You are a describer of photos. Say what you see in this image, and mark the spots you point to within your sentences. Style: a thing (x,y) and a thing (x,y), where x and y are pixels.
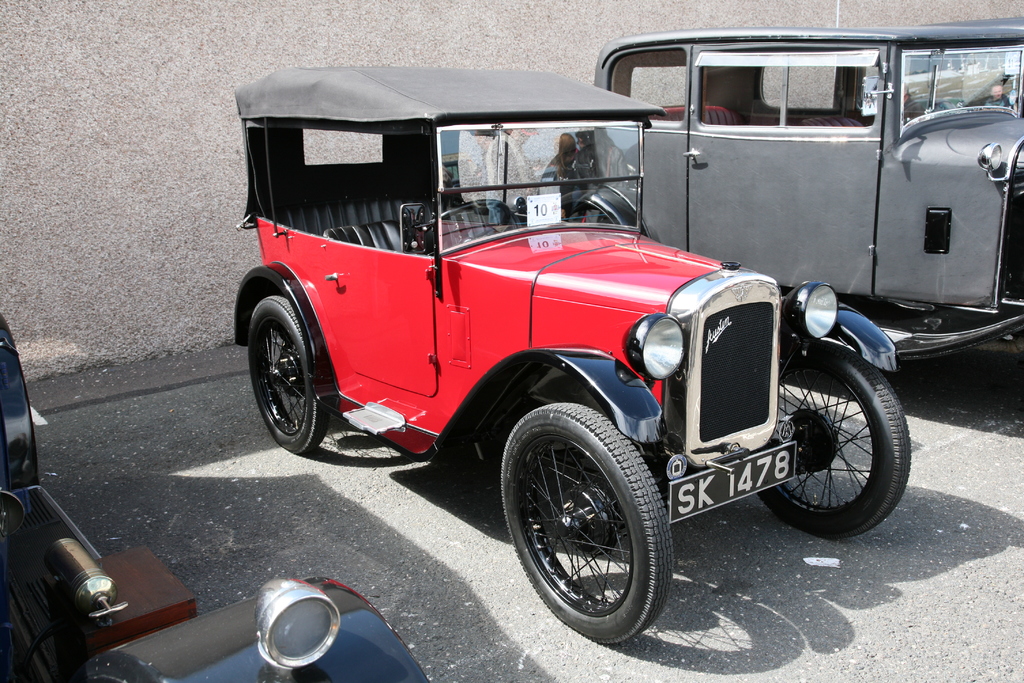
In this image I can see three vehicles (683,239) and I can also see shadows (718,589) on the road (961,607). In the background (93,55) I can see the wall (147,110). In the centre of this image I can see a white colour board (528,198) on the vehicle's windshield (567,200) and on the board (540,205) I can see something is written.
